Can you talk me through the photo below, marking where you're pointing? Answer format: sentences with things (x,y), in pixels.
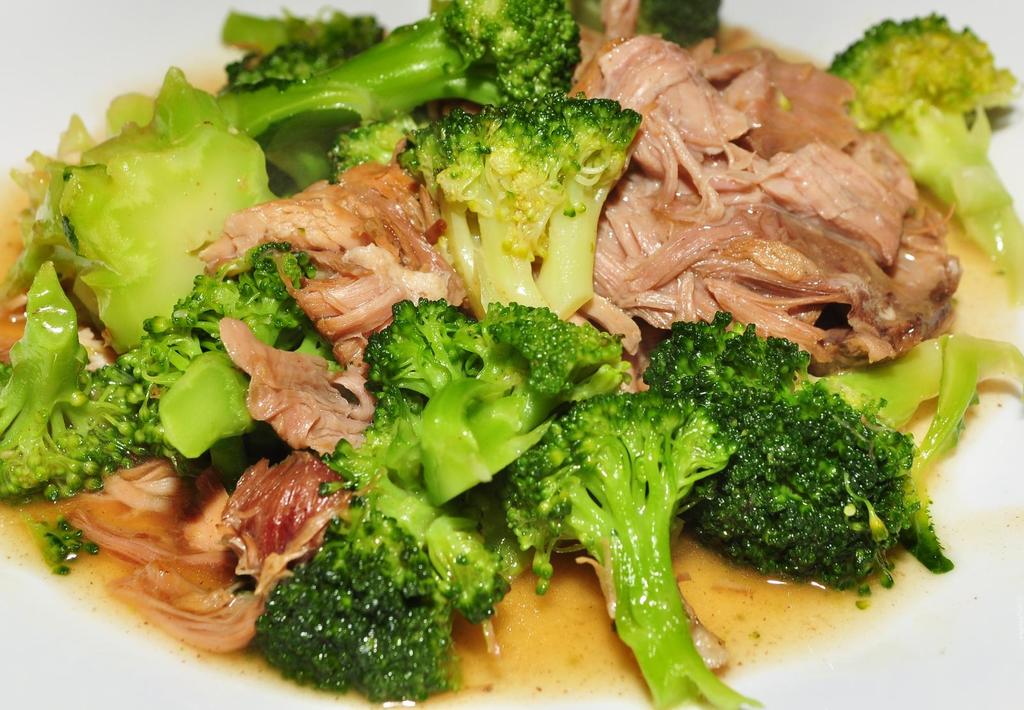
In this image I can see some food item (404,311).
